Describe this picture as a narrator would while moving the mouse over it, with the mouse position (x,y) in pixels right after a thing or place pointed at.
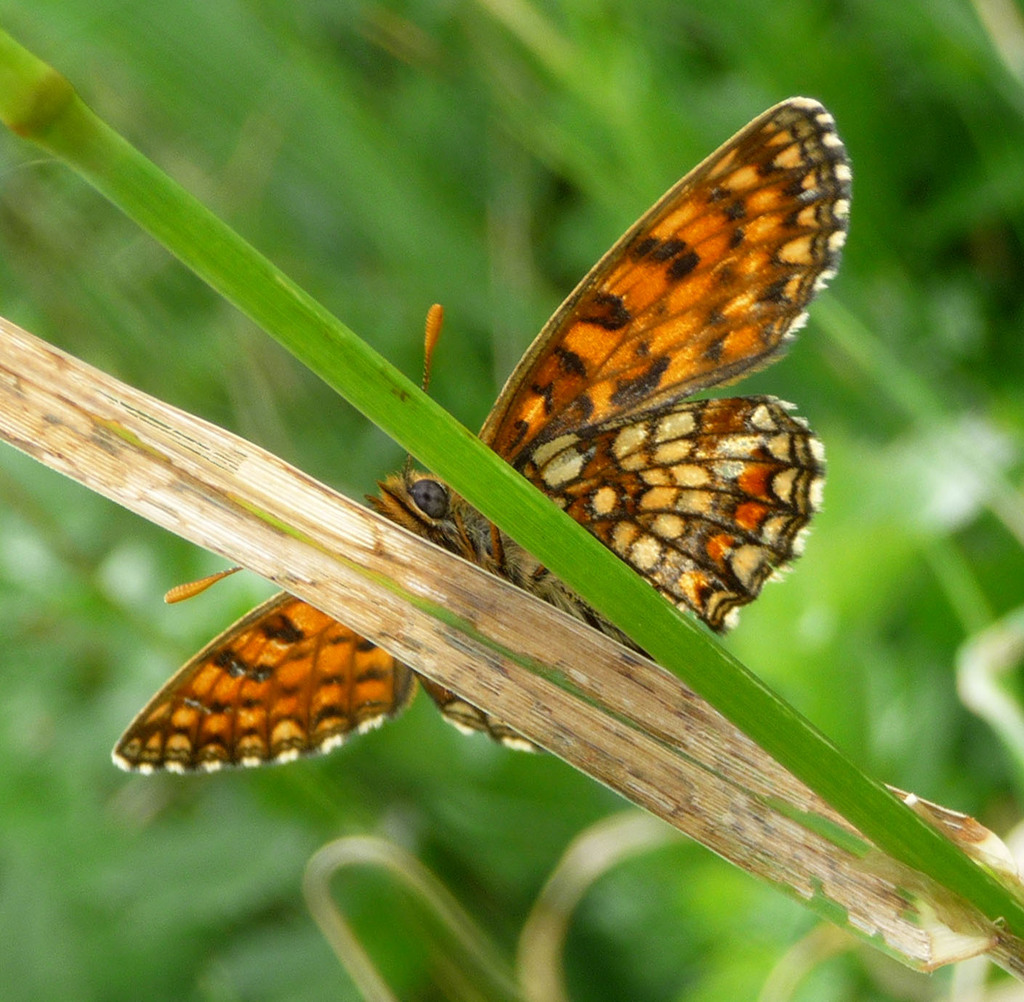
In this image, we can see a butterfly (626,504) sitting on the leaf (438,551) and there is a blur background (35,498).
